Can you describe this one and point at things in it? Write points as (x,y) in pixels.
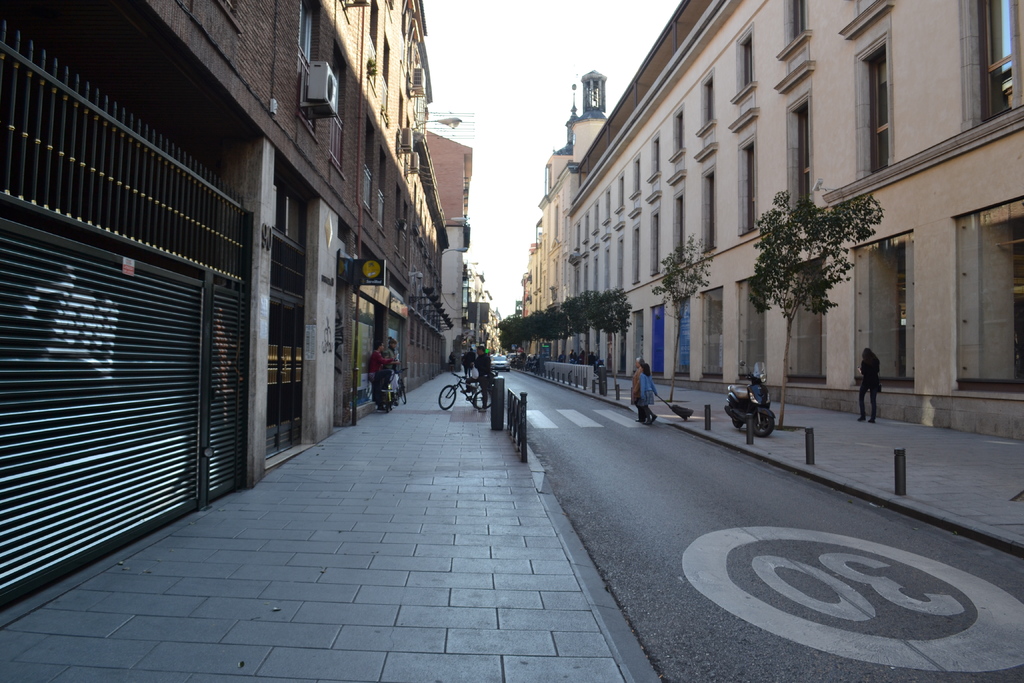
In this image, we can see so many buildings (945,348) with walls (699,304) and windows (896,351). Here we can see few trees (785,362), footpath (890,430), vehicles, poles (809,427), few people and road (638,427). Left side of the image (174,245), we can see grills (227,243) and shutters (192,405). Background (524,113) there is a sky (500,172).
